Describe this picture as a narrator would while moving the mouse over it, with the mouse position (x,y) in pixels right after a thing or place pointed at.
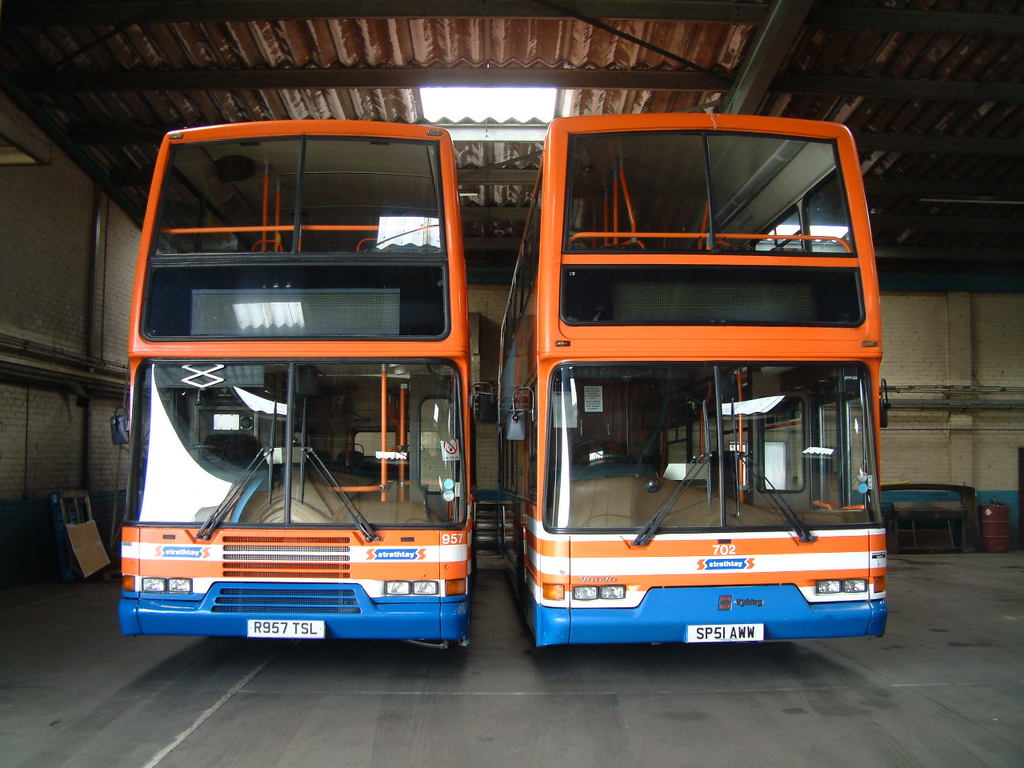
In the center of the image (629,429), we can see double decker buses (589,363) inside the shed (505,664) and at the top (527,86), there is roof (569,61).
